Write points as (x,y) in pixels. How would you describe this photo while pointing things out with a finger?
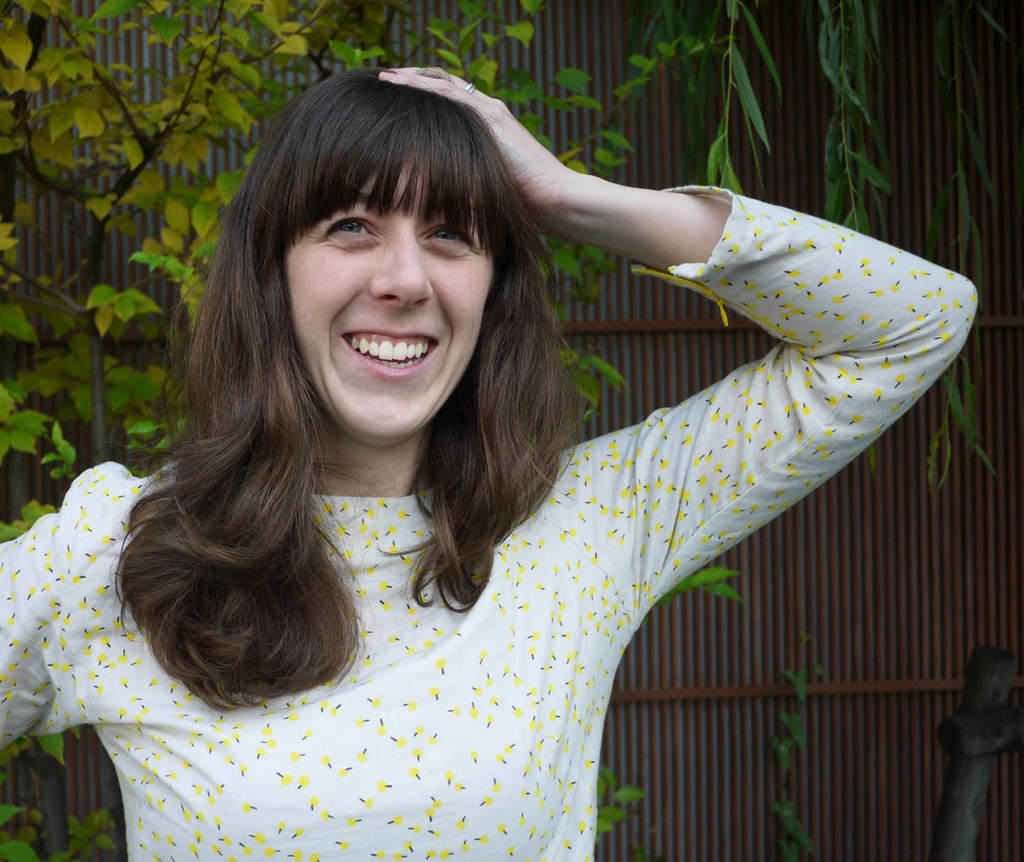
There is a lady (289,504) smiling. In the back (148,197) there is a tree (97,300). Also there is a wall (834,637).
